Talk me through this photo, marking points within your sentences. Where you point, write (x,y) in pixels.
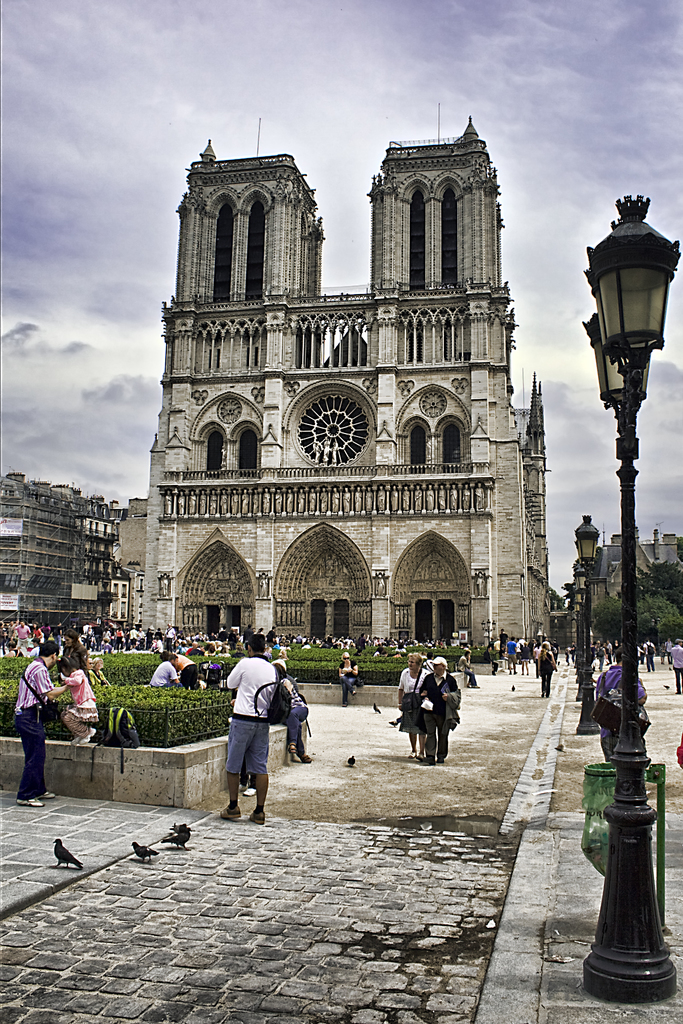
In the image we can see there are many buildings (476,459) and these are the windows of the building (483,441). Here we can see light poles (582,694) and there are many people (423,681) around and they are standing, few of them are walking and sitting. There is a footpath (365,923) and there are even birds (164,840). We can even see there are trees (656,591), plants (145,695) and a cloudy sky (94,129).
